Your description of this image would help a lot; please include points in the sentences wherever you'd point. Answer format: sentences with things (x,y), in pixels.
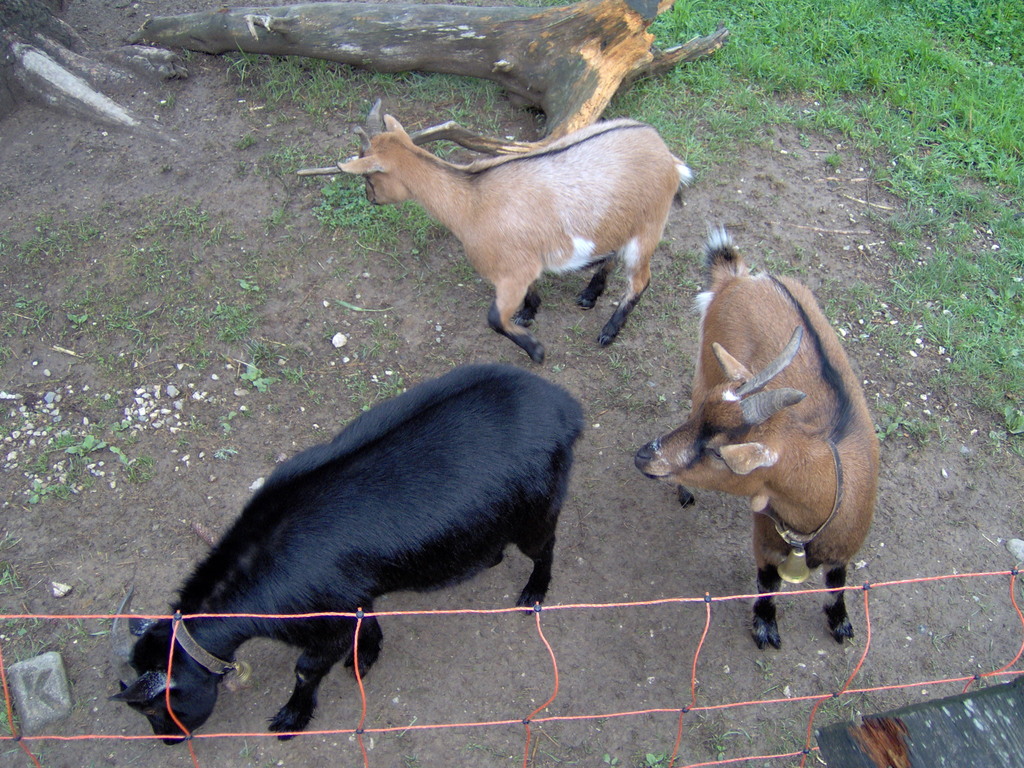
In this image there are three goats (525,473) standing on the ground (258,367). There is a bell (798,554) which is attached to the goat (777,443) which is on the right side (775,388). In the background (337,56) there is a tree trunk (482,47) on the ground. On the right side (927,87) top there is grass (929,76). At the bottom (174,662) there is net (573,690). There are stones (124,419) on the ground (105,455).
